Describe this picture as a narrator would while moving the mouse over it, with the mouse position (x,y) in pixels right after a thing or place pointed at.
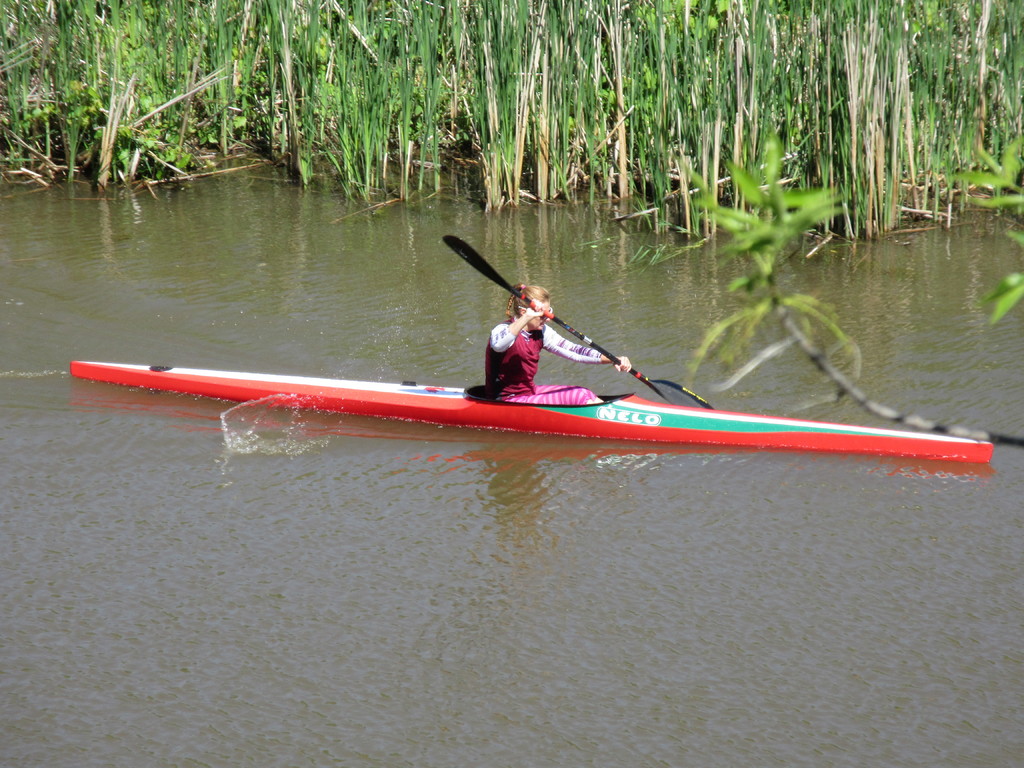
In the center of the image (519,317) there is a girl (496,343) on boat (479,400) sailing on the river (295,518). In the background (926,83) there are plants (418,73). On the right side of the image (1014,205) there is a tree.
